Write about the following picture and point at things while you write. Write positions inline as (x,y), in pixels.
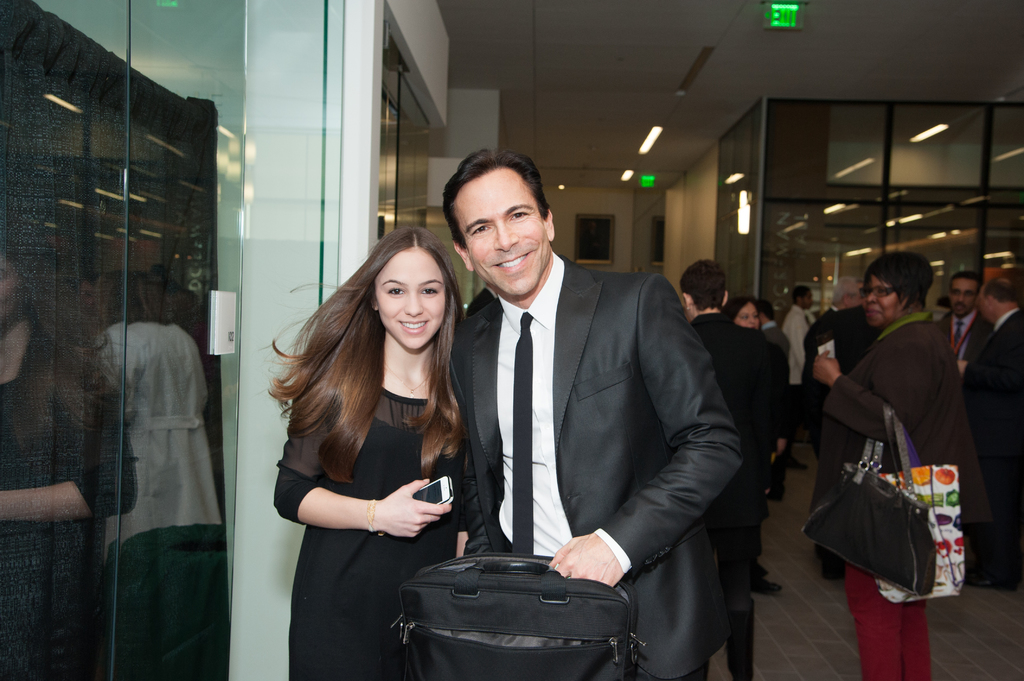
At the top (649,68) we can see ceiling (626,92), lights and sign boards (790,25). We can see frame (602,223) on a wall (602,204). We can see all the persons (957,376) standing and few (994,377) are walking on the floor (941,623). Here we can see a man (529,296) and a woman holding bag (535,661) and mobile (445,496) in their hands (415,514) and they both are carrying smile on their faces (394,270). This is a glass (94,368).
